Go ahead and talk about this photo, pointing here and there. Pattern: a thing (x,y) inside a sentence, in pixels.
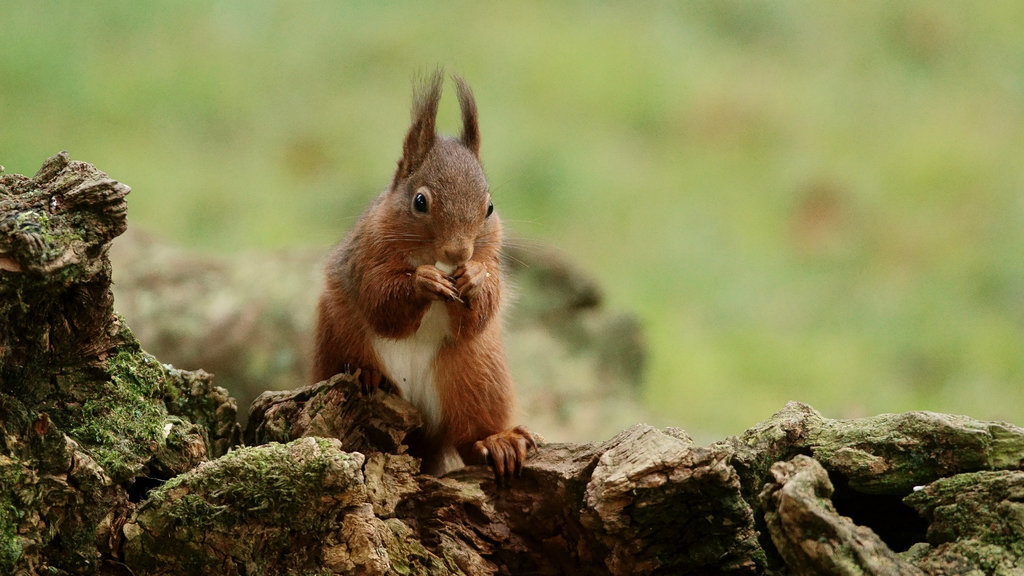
In this image we can see a squirrel (498,410) sitting on the branch (556,456).
